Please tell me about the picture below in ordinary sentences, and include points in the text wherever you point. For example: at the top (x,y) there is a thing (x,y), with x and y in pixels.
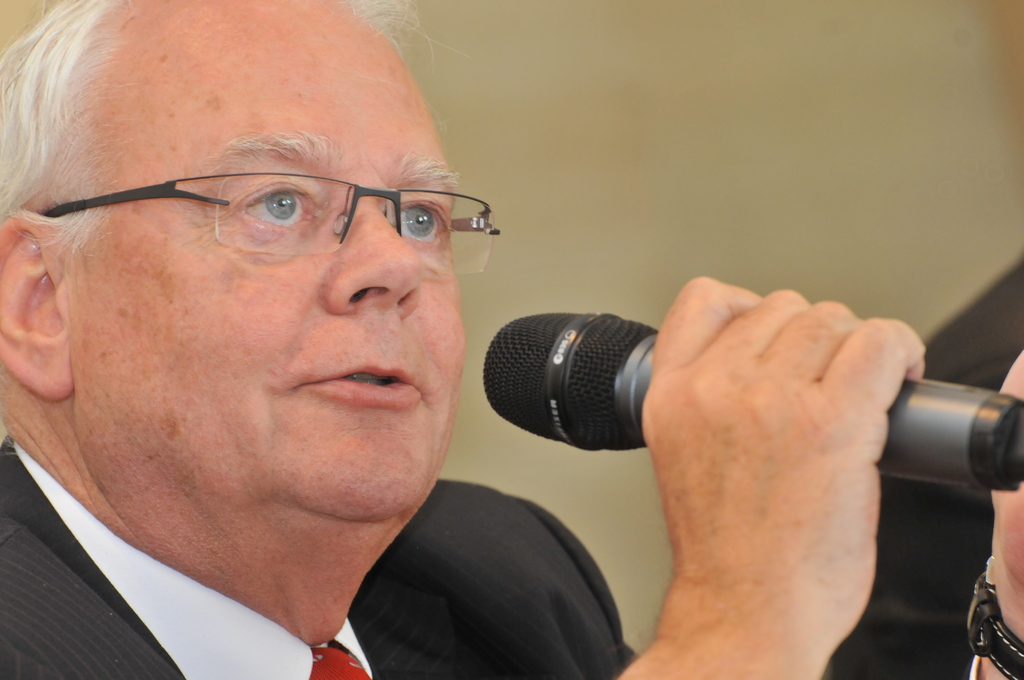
This person (84,361) holding microphone (535,389) and talking and this person (376,260) wear glasses (342,234), black color suit (372,607). On the background (771,133) we can see wall (869,106).
